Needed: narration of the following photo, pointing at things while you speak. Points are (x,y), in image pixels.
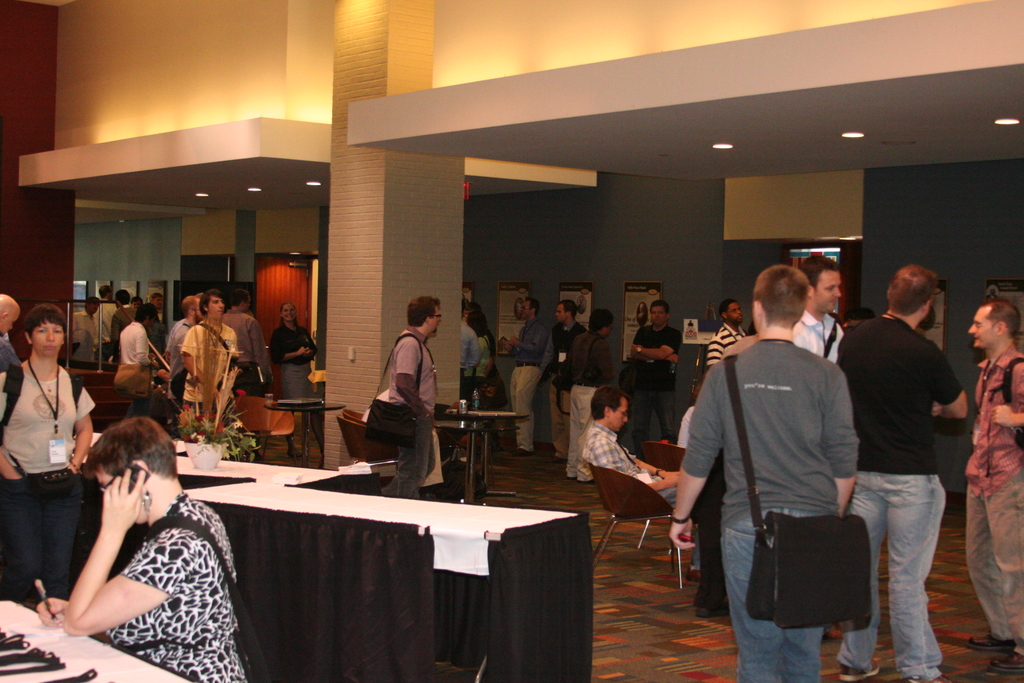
It is a meeting room (413,245) a lot of people (794,337) standing and talking with each other and some of them are sitting, many of them of wearing the bags (845,559), in the background (666,234) there is a grey color wall (664,248) and some wall posters (583,290) stick to it.
